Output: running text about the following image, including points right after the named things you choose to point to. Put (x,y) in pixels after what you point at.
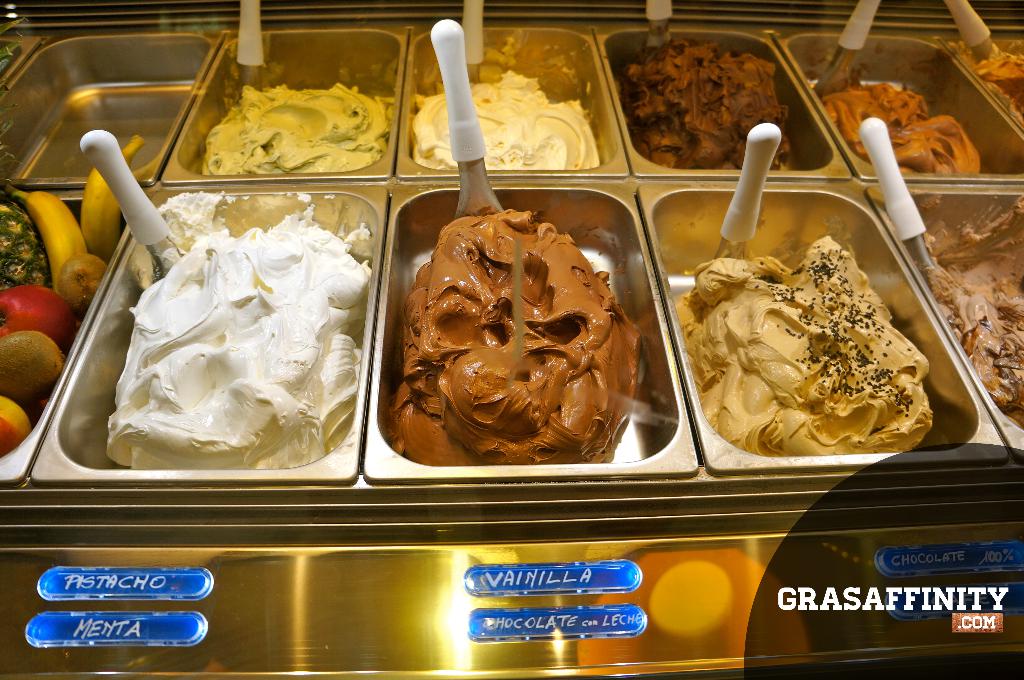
In this image there are few trays (524,204) on the table (381,581). In the trays (535,174) there are different varieties of ice creams (292,311) and scoops (489,190) in it. Left side (39,378) there is a tray (58,193) having some fruits (15,316) in it. Bottom of the image (82,625) there is some text (172,585).
